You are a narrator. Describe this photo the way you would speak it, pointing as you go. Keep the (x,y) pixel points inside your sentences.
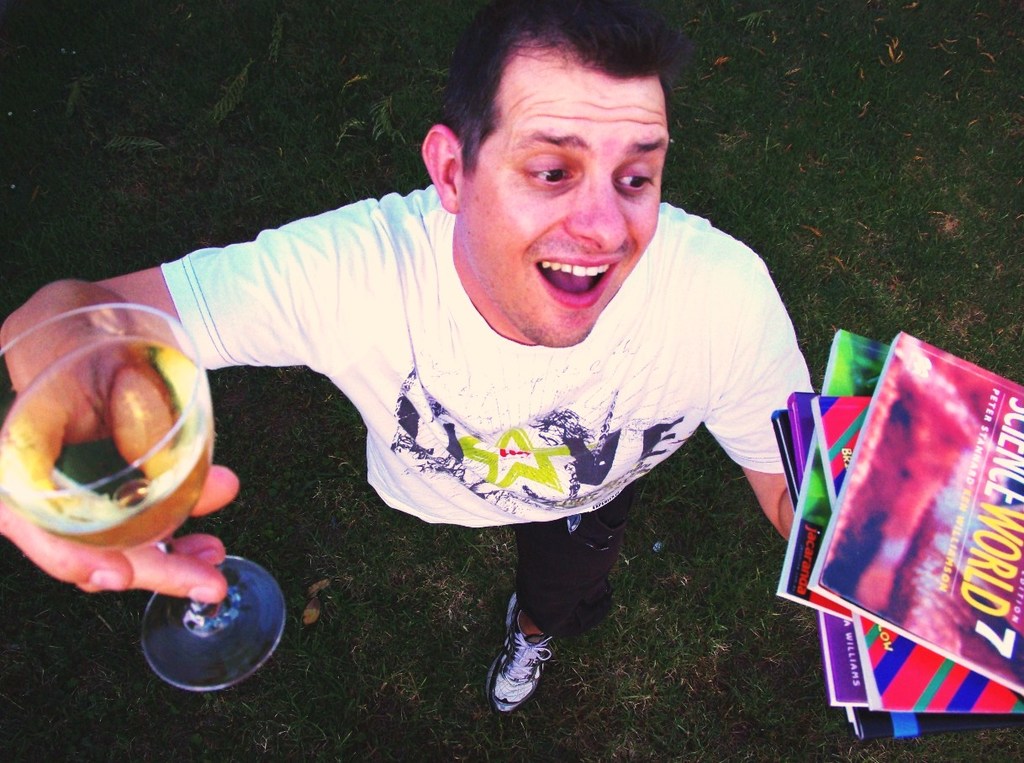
In this image we can see a man (604,324) is standing on the grass (768,172) and holding a glass (173,438) with liquid (143,444) in it in the hand (217,490) and books (885,490) in the another hand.
